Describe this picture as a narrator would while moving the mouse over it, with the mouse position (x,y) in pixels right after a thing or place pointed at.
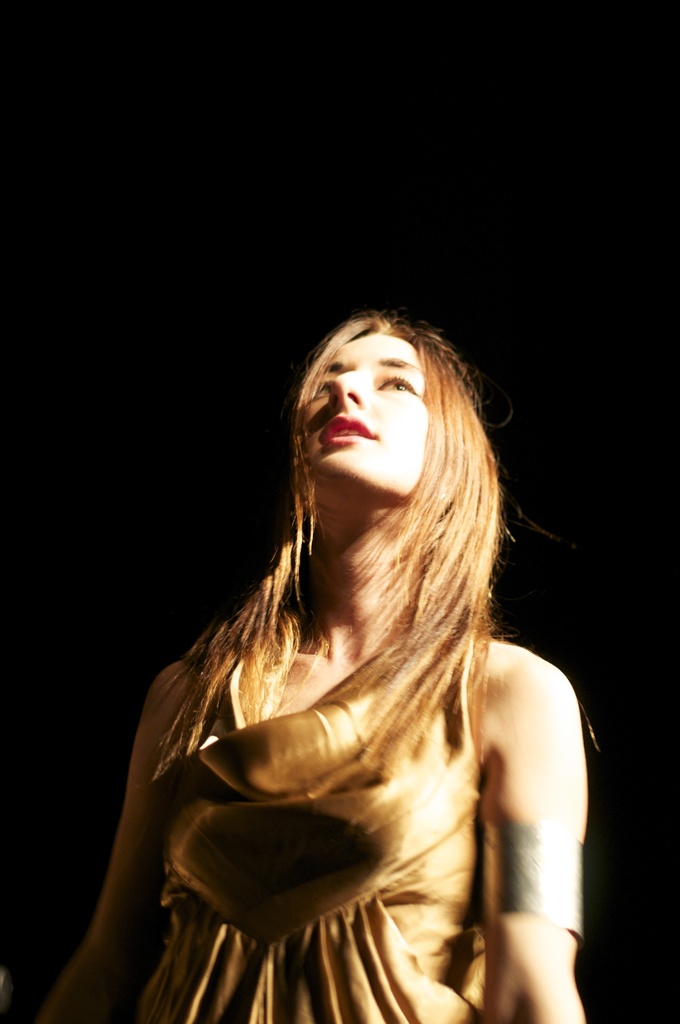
In this image we can see a person (454,646). Behind the person (443,442) we can see a dark background (505,265).
